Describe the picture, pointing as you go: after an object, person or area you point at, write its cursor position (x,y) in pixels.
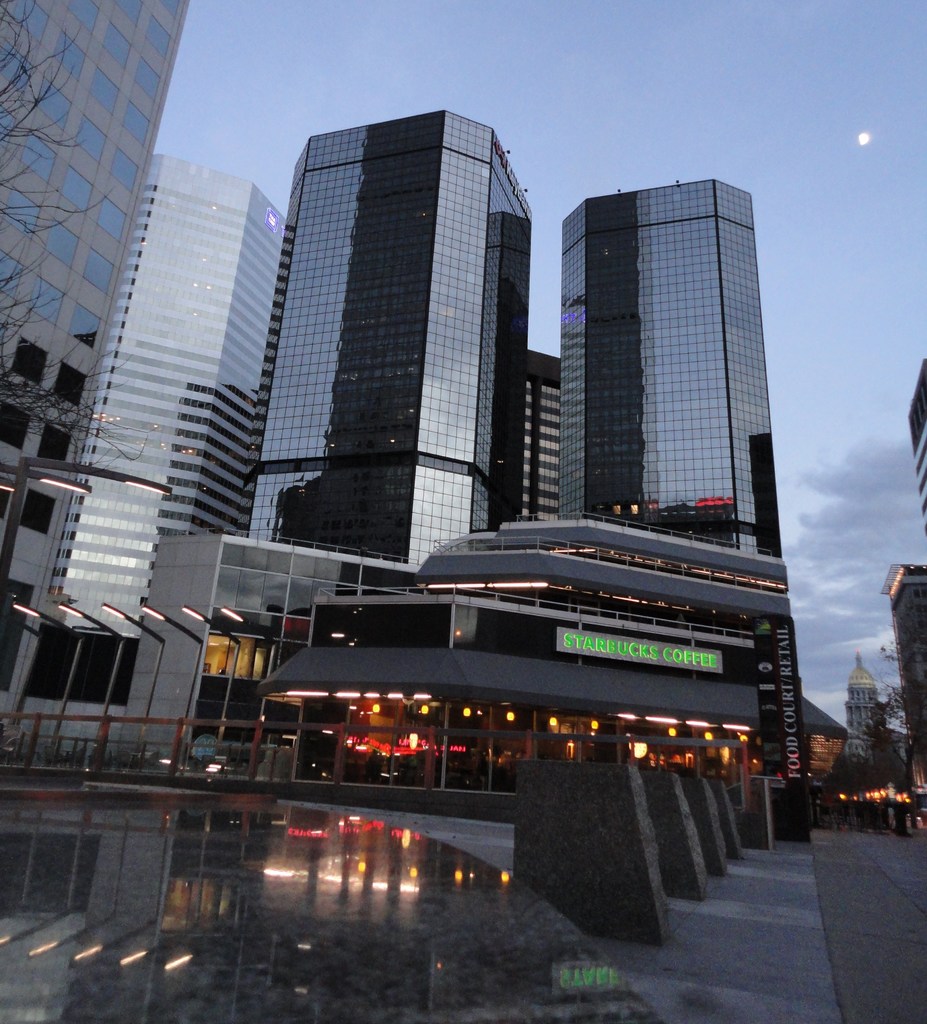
In the picture there are very tall towers (491,281) and they are covered with glasses (291,349), below the towers (598,336) there is a coffee cafe (516,722). On the right side (879,769) there are few lights (879,792) and some trees (882,728) and in the background (798,249) there is a sky (848,184).
